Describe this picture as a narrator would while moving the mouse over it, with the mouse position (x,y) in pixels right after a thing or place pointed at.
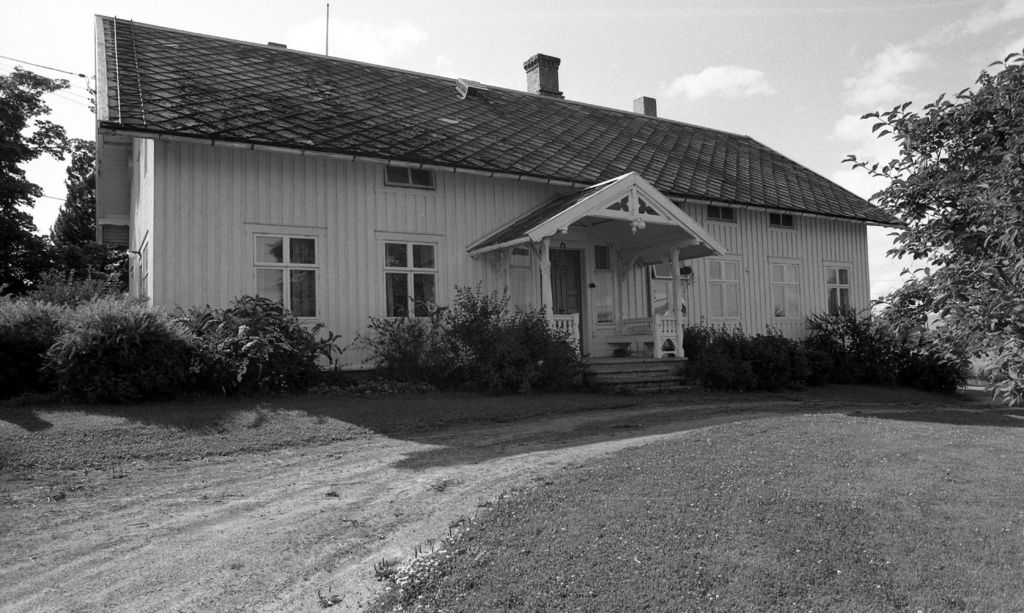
This picture consists of house (423,299) and in front of house (515,299) plants (119,344), road (739,407), trees (903,124) visible. And there is a sky (795,24) at the top (881,24).
